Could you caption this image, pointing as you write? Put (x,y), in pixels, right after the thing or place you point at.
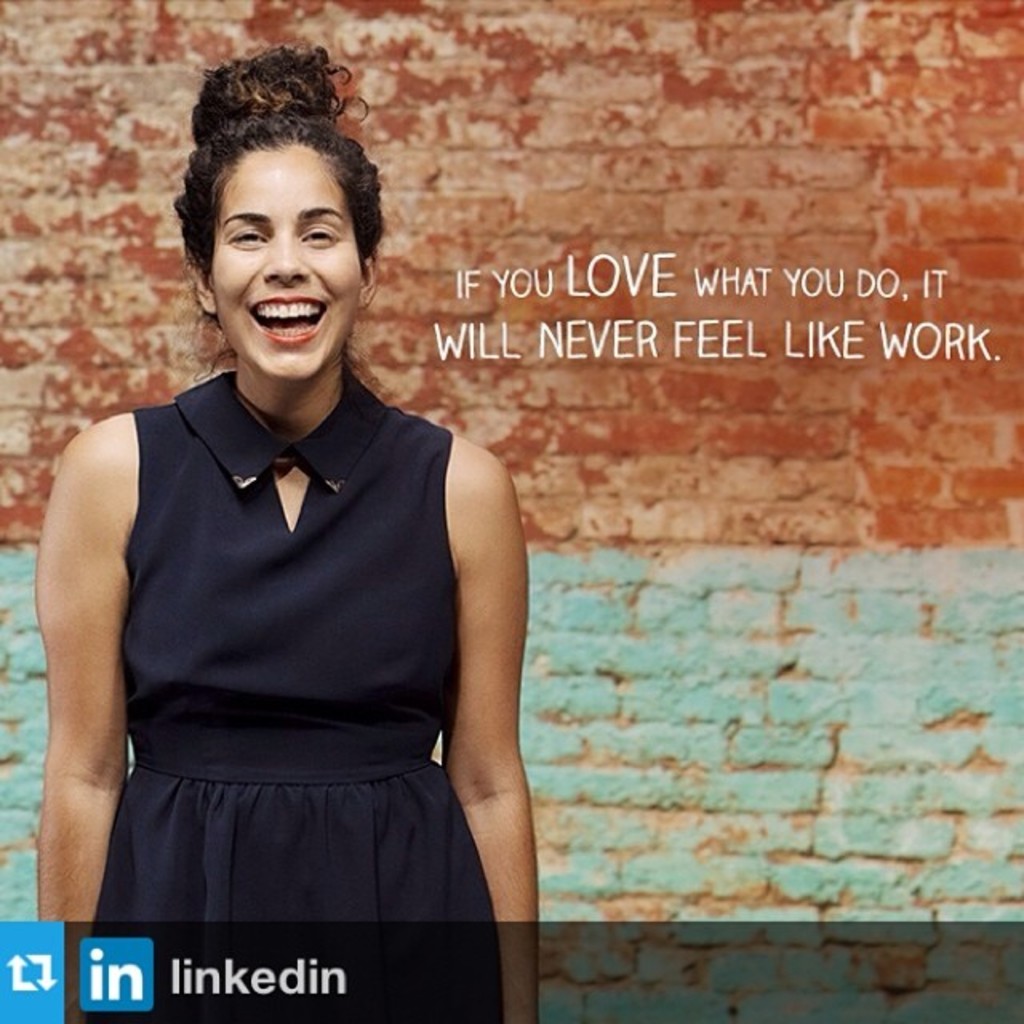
In this image there is some text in the right corner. There is text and logo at the bottom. There is a person (73,492) in the foreground (105,432). And there is a wall (15,279) in the background (44,478).
